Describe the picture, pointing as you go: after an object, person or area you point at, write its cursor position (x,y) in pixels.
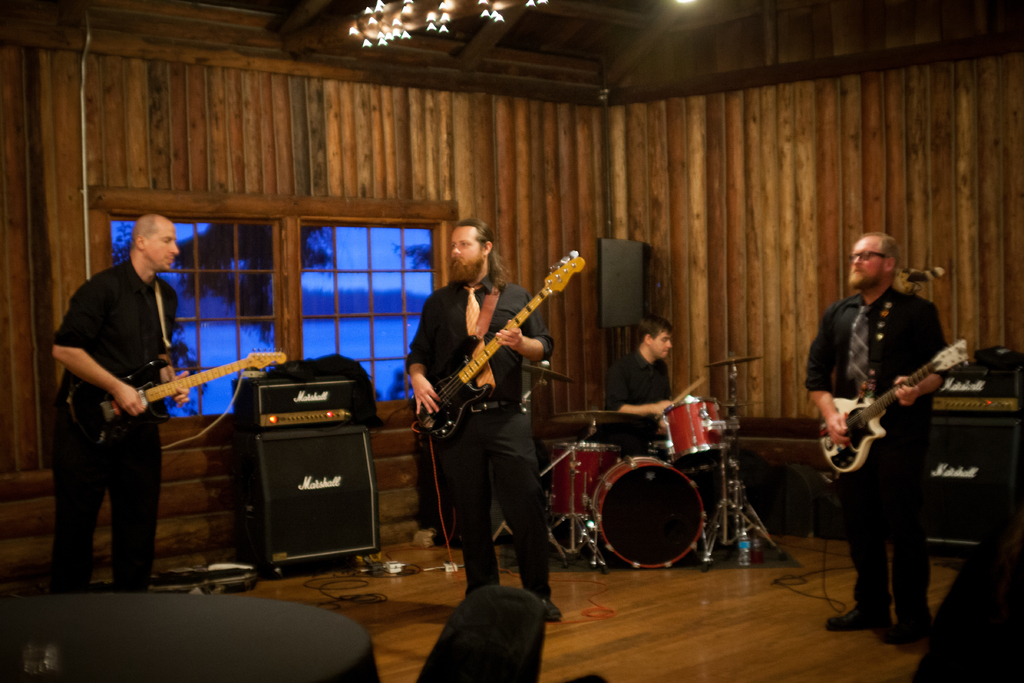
In this picture we can see three people (146,522) standing on the floor (816,636), they are holding guitars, here we can see a table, glass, chair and in the background (877,67) we can see musical drums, speaker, person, wall (881,164), windows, lights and some objects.
